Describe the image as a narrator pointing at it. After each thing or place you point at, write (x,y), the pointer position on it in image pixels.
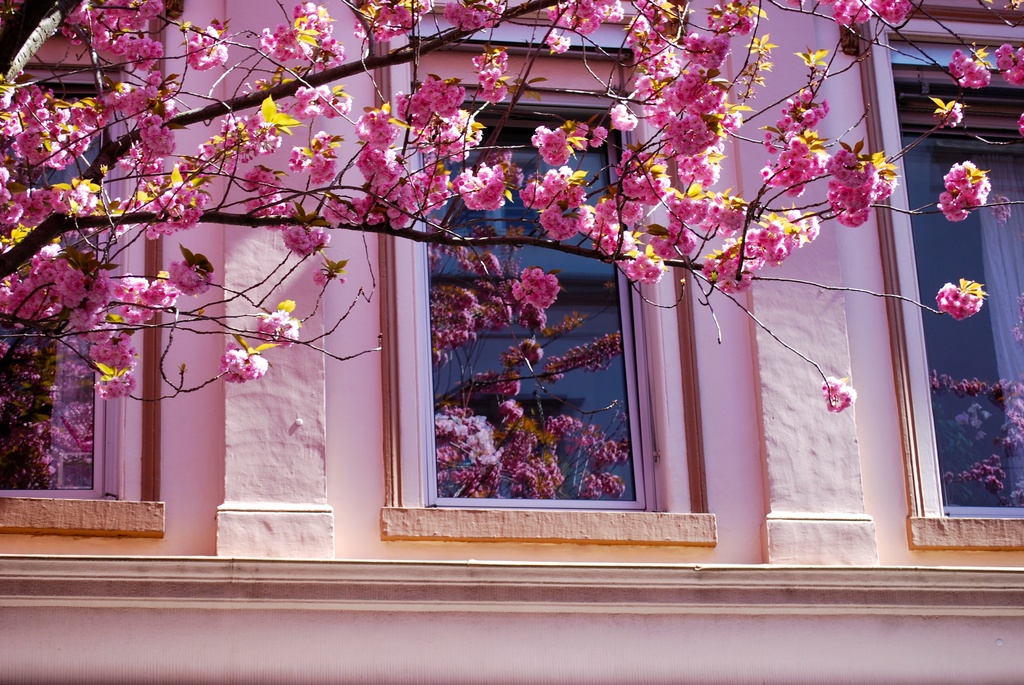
In this image we can see blossoms (397,136) and windows (466,422) to the building (713,425).
